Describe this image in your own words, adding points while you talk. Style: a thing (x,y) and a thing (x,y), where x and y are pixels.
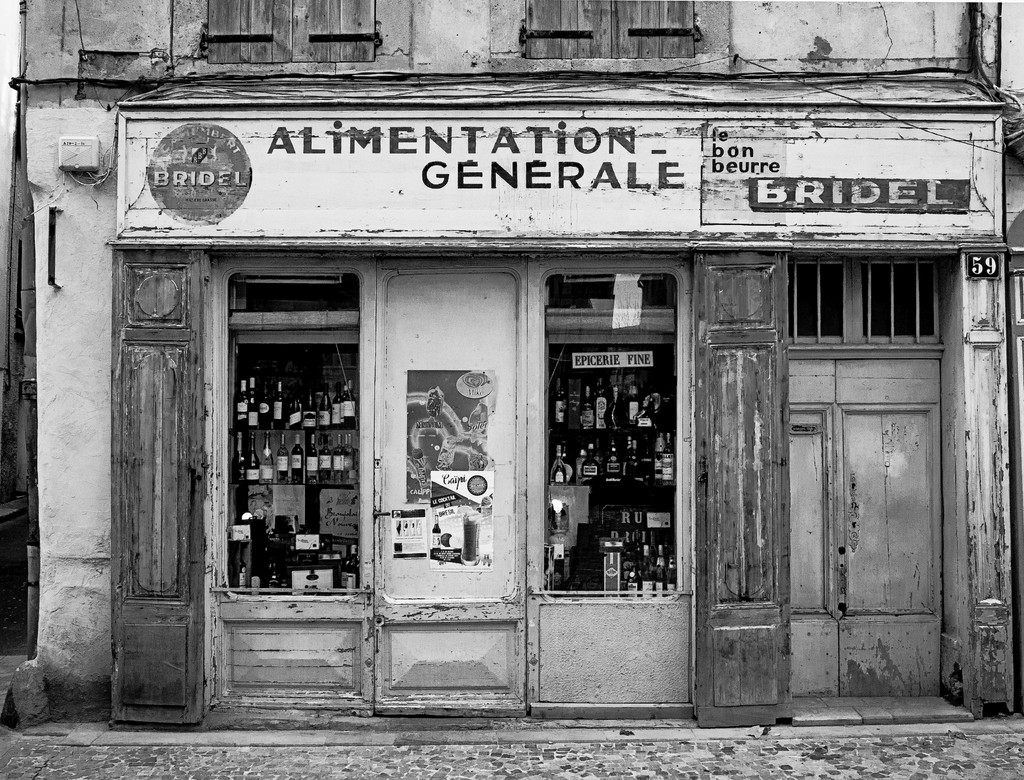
There is a footpath (471,775). In the background (563,480), there are bottles (278,418) arranged on the shelves (646,481), a hoarding (911,150), a door (899,384) and there are windows (221,10) of a building (100,505).
